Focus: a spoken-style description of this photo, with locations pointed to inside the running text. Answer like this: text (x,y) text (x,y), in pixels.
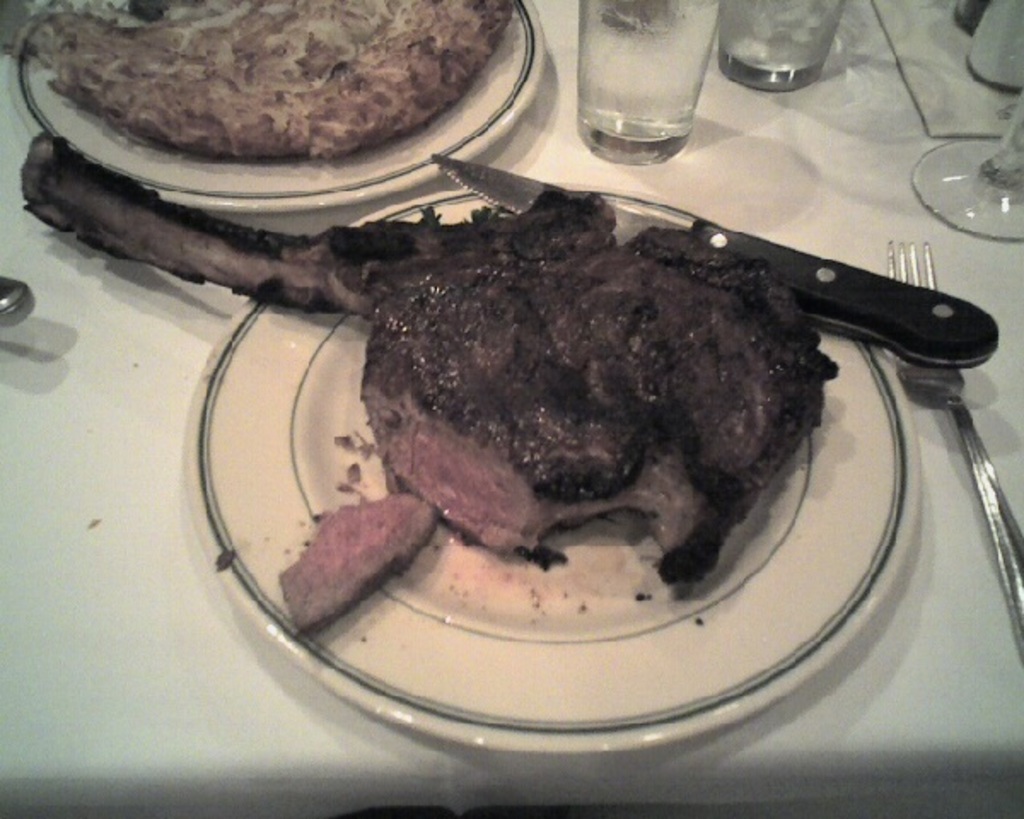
In this picture we can see a table (928,676). On the table (936,768) we can see the glasses (971,189), fork (989,510), plates (300,387). On the plates (329,343) we can see the food items (414,300) and the knife (659,218).
